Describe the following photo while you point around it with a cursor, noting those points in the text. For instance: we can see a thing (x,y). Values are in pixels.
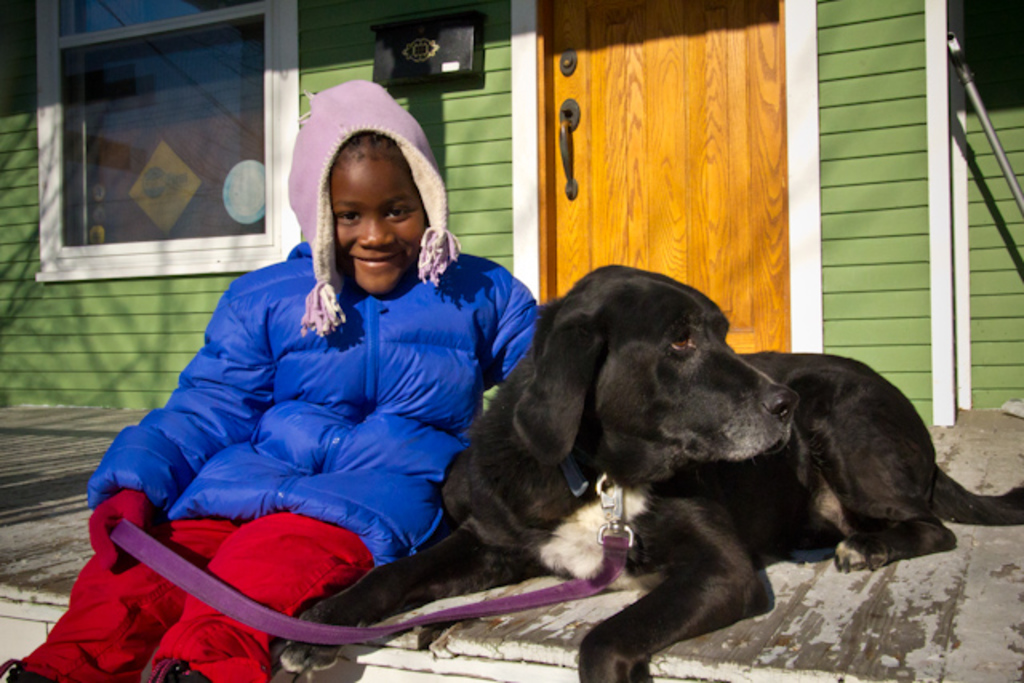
In this image we can see a child (483,353) and a dog (568,358) on the wooden surface (473,662). On the backside (117,395) we can see a house (268,148) with a window (41,180), a device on the wall (431,128), a metal pole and a door (570,202).
